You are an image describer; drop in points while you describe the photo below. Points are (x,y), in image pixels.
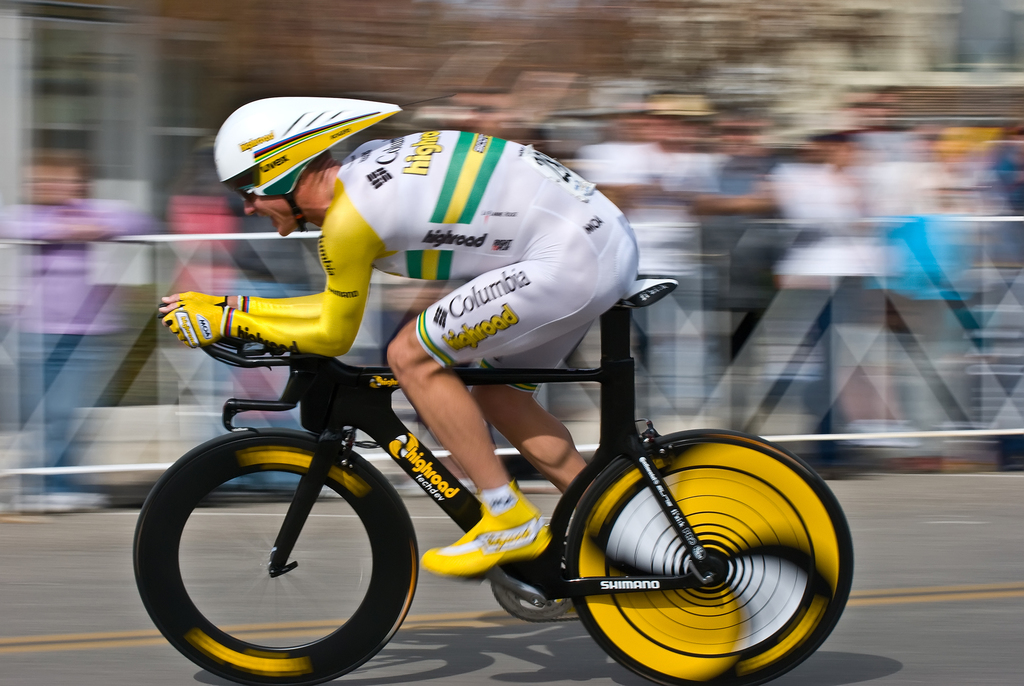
In this image we can see a person (554,476) riding a yellow and black bicycle (315,463). He is wearing a helmet (320,125) and white and yellow dress (477,233). The background (133,47) is blurred.
